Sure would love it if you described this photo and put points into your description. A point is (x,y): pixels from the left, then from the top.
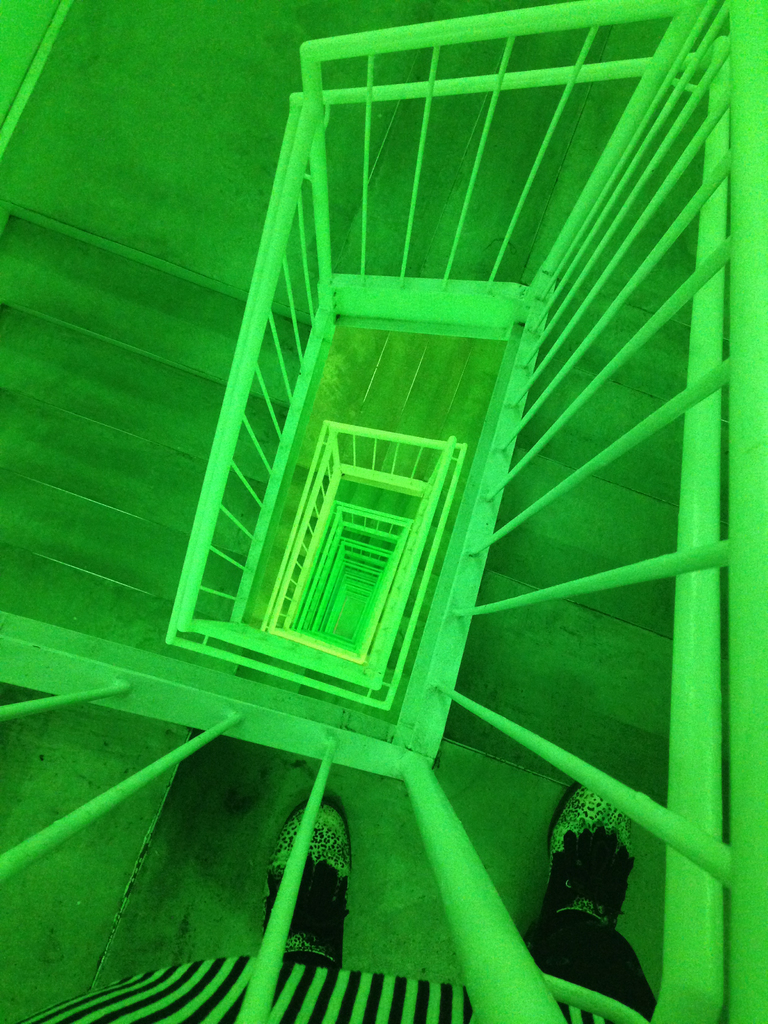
In the picture I can see a person (345,911) is standing. I can also see steps (144,407) and fence (218,626).
